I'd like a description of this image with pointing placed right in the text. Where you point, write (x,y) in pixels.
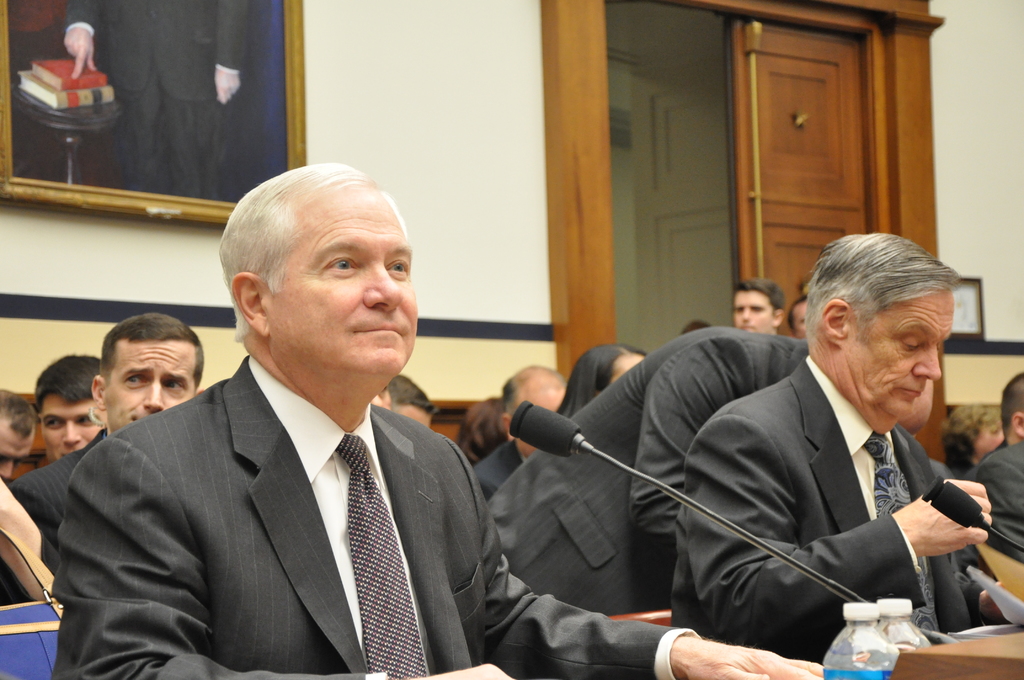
In picture to the front (766,511) row there are two men (496,571) sitting. To the left side (259,539) there is a man (271,514) sitting is wearing a black jacket (229,503). In front of him there is a mic (545,428) and a water bottle (853,650). To the right side (865,526) there is another man (857,457) sitting. To the back of them there are some people (433,407) sitting. And to the left top corner (144,84) there is photo frame (112,171) on the wall (375,97). And we can also see a door (768,167) to the right corner (740,153).
